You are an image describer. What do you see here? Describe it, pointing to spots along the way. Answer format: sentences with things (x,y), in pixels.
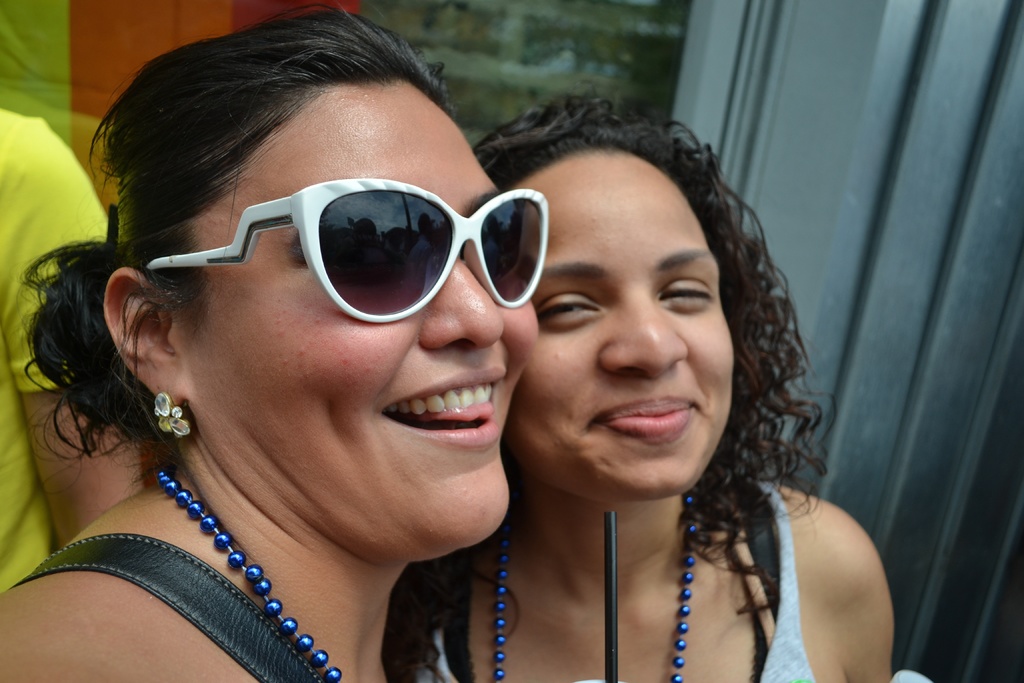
In the image there are two women (392,462) in the foreground (535,534), they are smiling and the first woman (358,239) is wearing goggles (324,252) and behind them it looks like there is a man (33,147).
